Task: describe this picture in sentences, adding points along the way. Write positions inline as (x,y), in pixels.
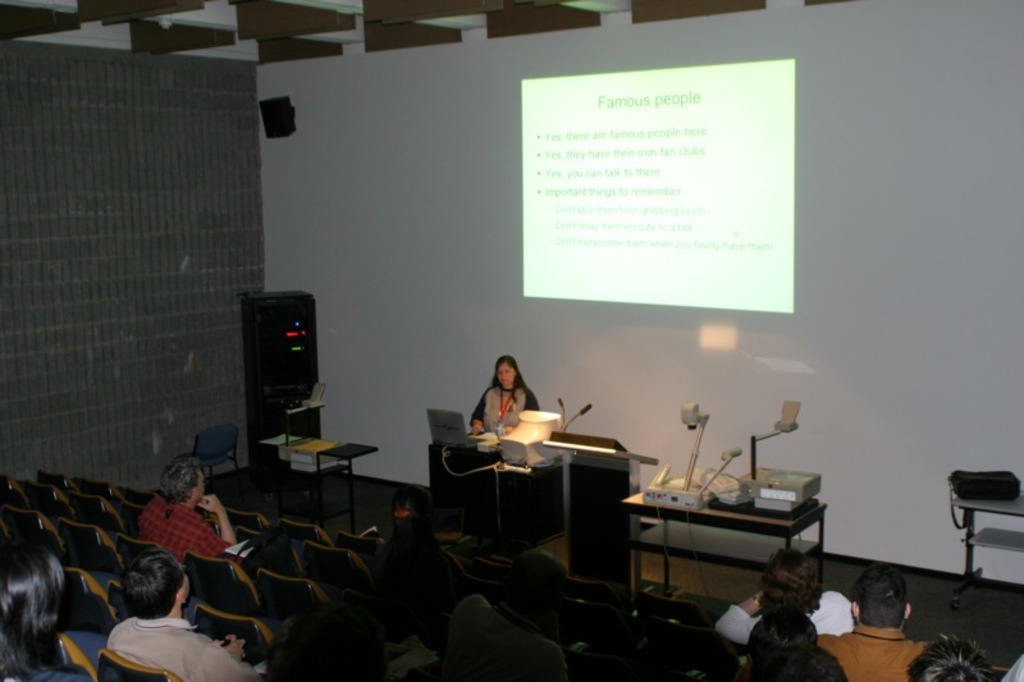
In the image there is a lady (504,406) in the front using a laptop (435,418) and background (713,201) its screen (702,175) and in front (170,539) many people (300,649) sat on chairs (657,648) looking at the screen (667,270).
